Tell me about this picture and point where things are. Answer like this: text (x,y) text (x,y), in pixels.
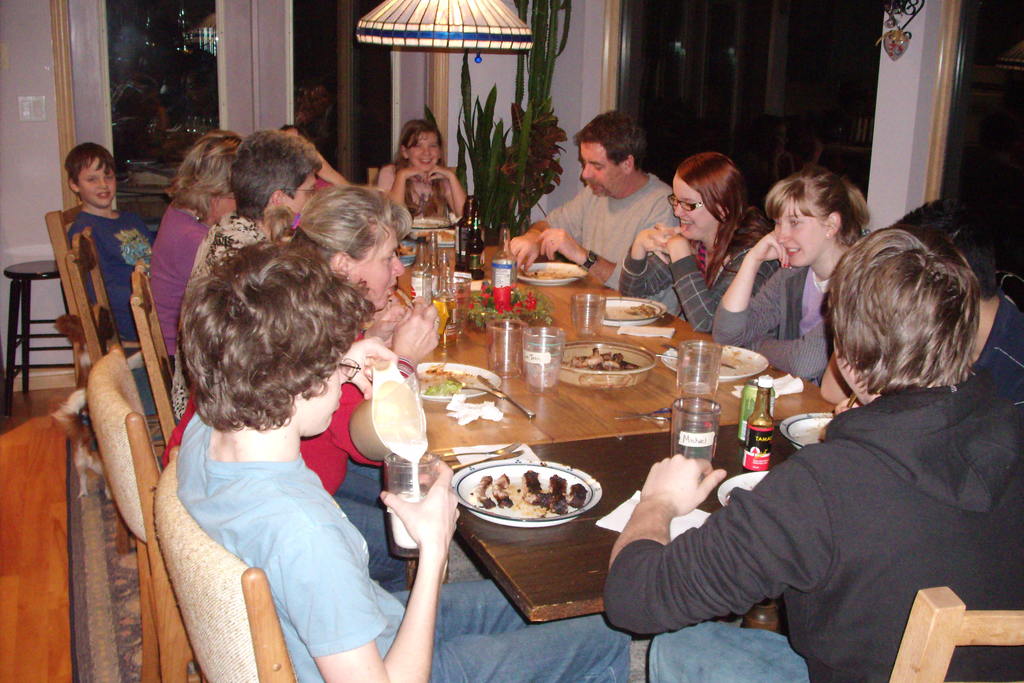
In this picture there are some group of people (671,217) sitting on the chair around the table (559,409) on which there are some food items (592,351).
